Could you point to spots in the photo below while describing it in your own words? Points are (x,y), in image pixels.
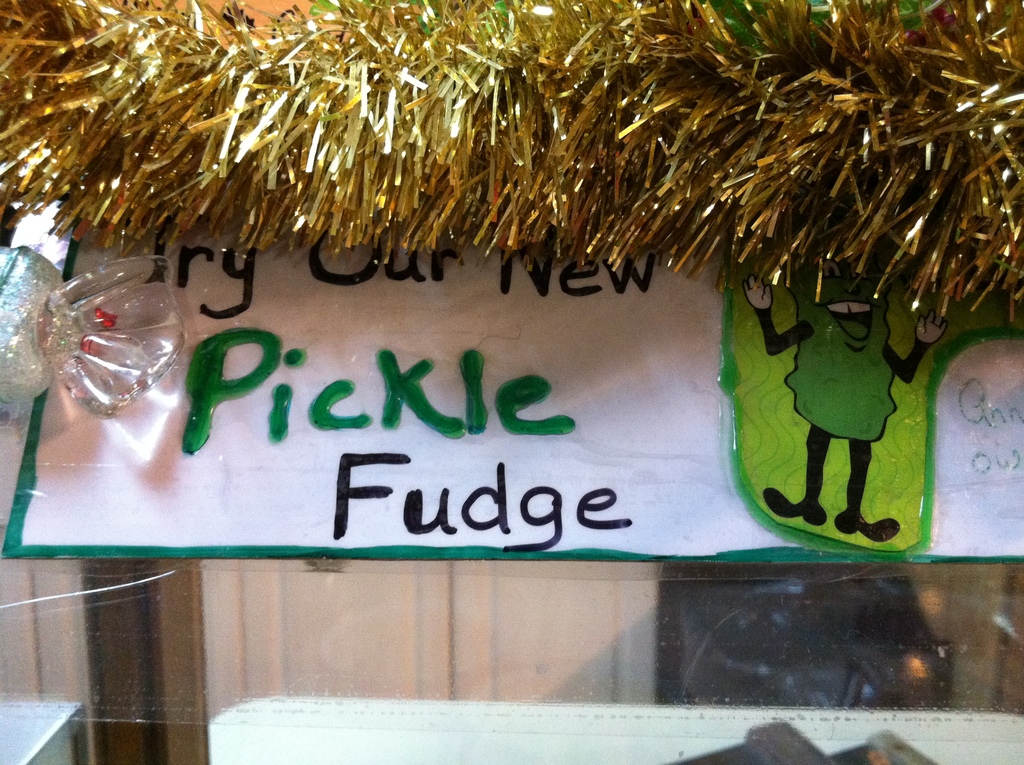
Here we can see banner (597,443) and decorative item (1,393) and we can see wall (423,666).
